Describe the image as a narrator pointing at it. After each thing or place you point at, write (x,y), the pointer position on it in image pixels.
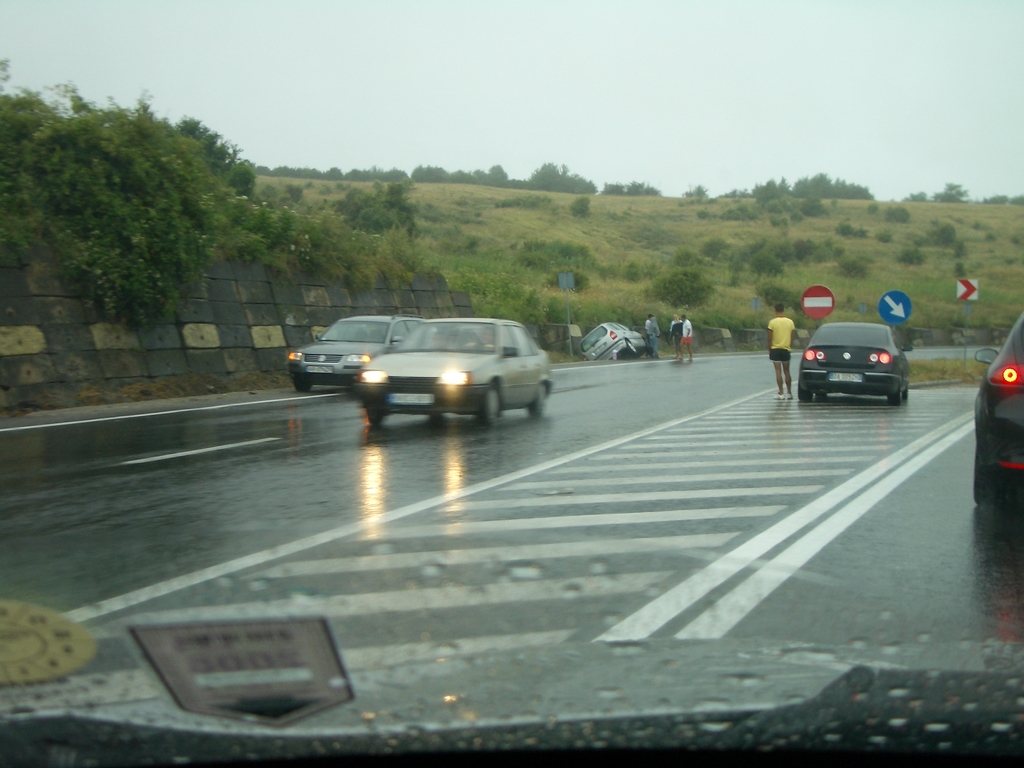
In this image we can see there are a few moving cars (445,412) on the road (447,504) and there are a few people (771,360) standing on the road (773,375) and there are few sign boards (901,304). In the background (80,236) there are trees (219,202) and sky (501,89).
